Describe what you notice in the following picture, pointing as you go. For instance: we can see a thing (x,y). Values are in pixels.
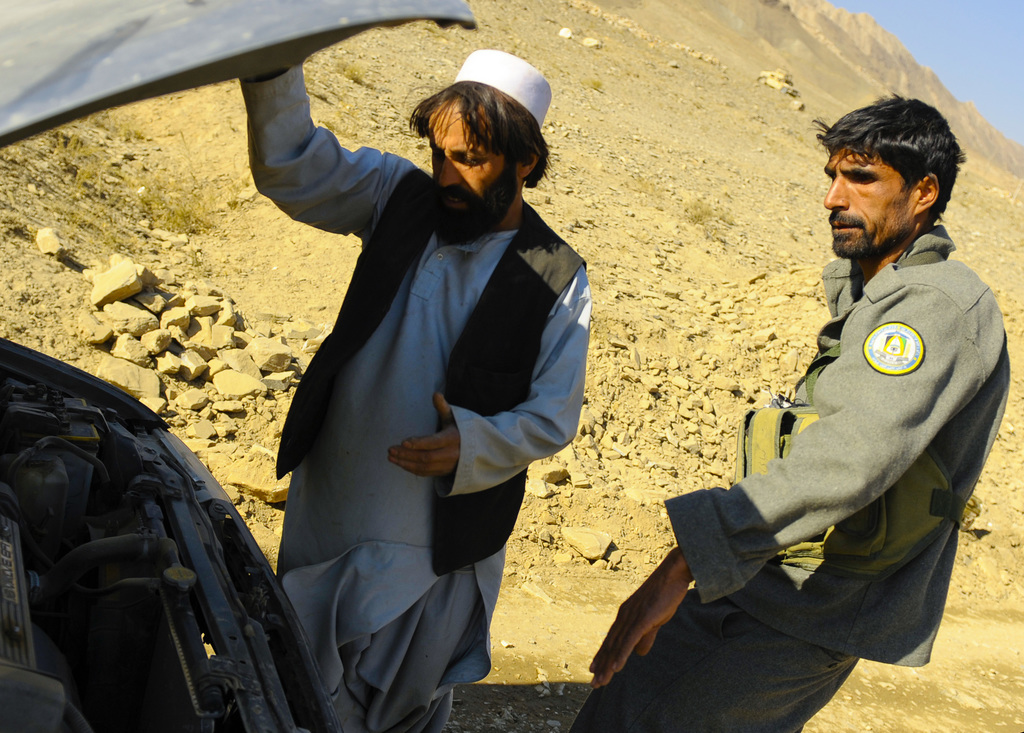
This image consists of two men (714,567). On the right (785,469), the man (829,590) is wearing a coat (801,528). In the front (413,400), we can see the man (423,366) is wearing a black vest (495,305) and a white cap (507,64). On the left (145,558), there is car (155,517). And the bonnet (96,99) is opened. In the background (738,275), we can see the rocks (774,290) and soil (601,200). At the top (983,63), there is sky (986,85).
